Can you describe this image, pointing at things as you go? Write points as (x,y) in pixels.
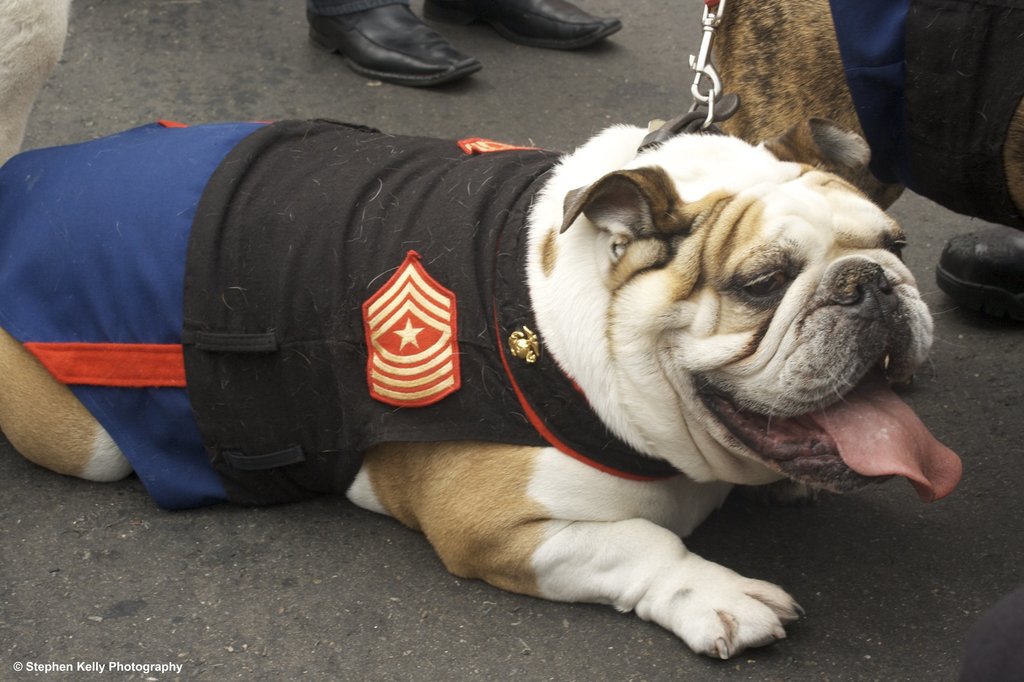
In the foreground of this image (446,405), there is a dog (502,361) on the black surface (354,657) with a belt (703,65). At the top (407,47), there are legs (397,32) of a person (327,13).
